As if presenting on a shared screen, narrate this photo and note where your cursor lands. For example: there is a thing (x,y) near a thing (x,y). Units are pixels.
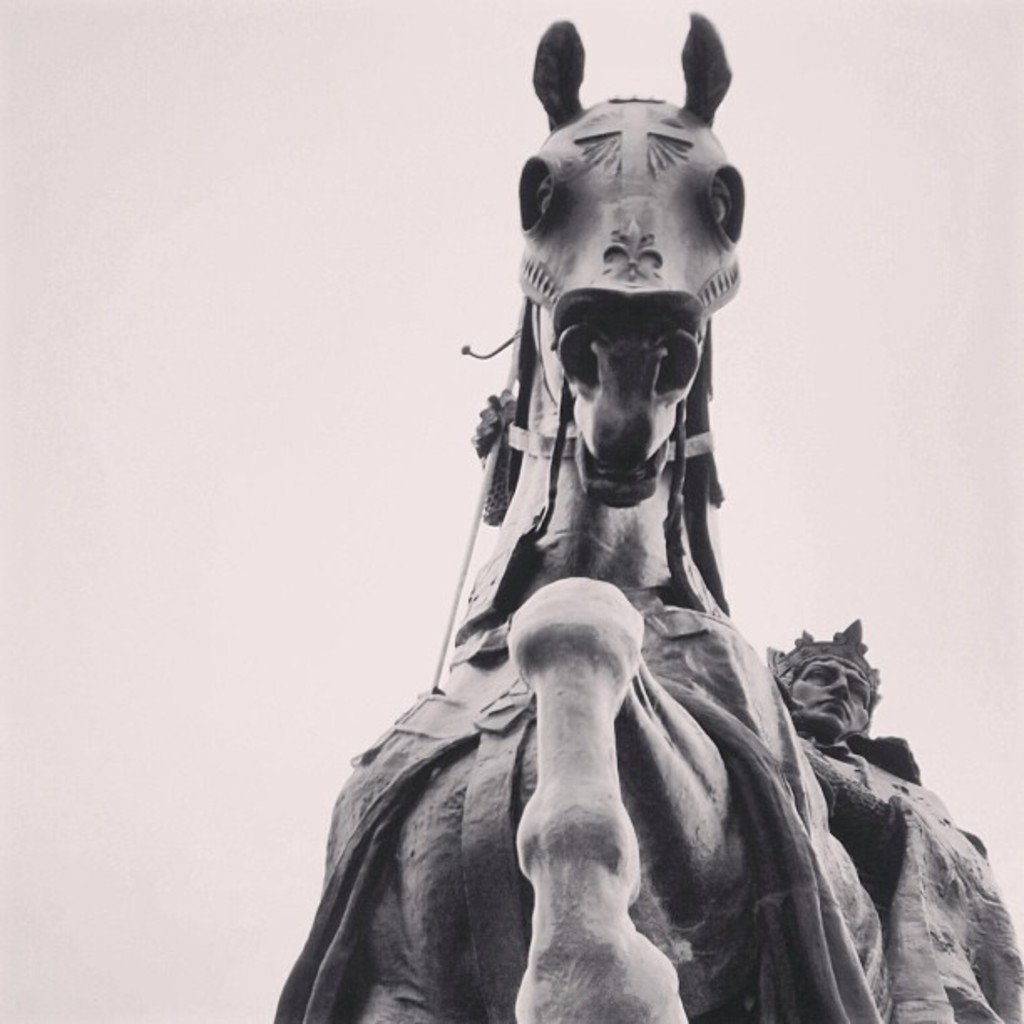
A black and white picture. A person (868,678) is sitting on his horse (630,582).
